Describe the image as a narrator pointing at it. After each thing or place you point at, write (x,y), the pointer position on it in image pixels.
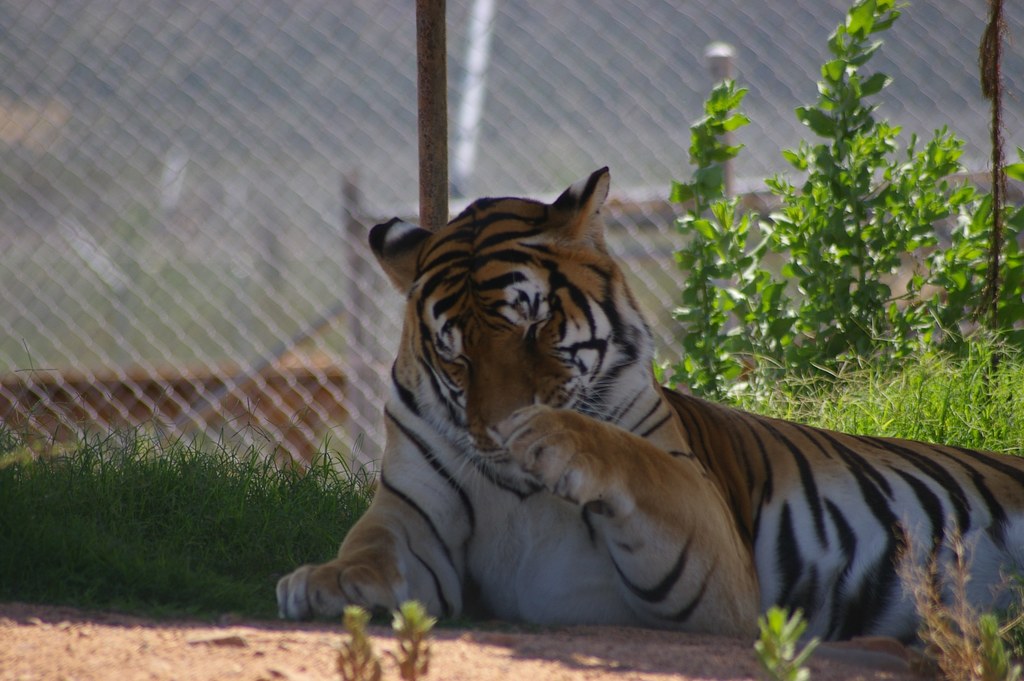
In this image we can see the tiger (884,500) is lying on the ground (514,642). Here we can see the grass (988,397), small plants (712,273) and the background of the image (682,36) is slightly blurred, where we can see the fence (96,257).
